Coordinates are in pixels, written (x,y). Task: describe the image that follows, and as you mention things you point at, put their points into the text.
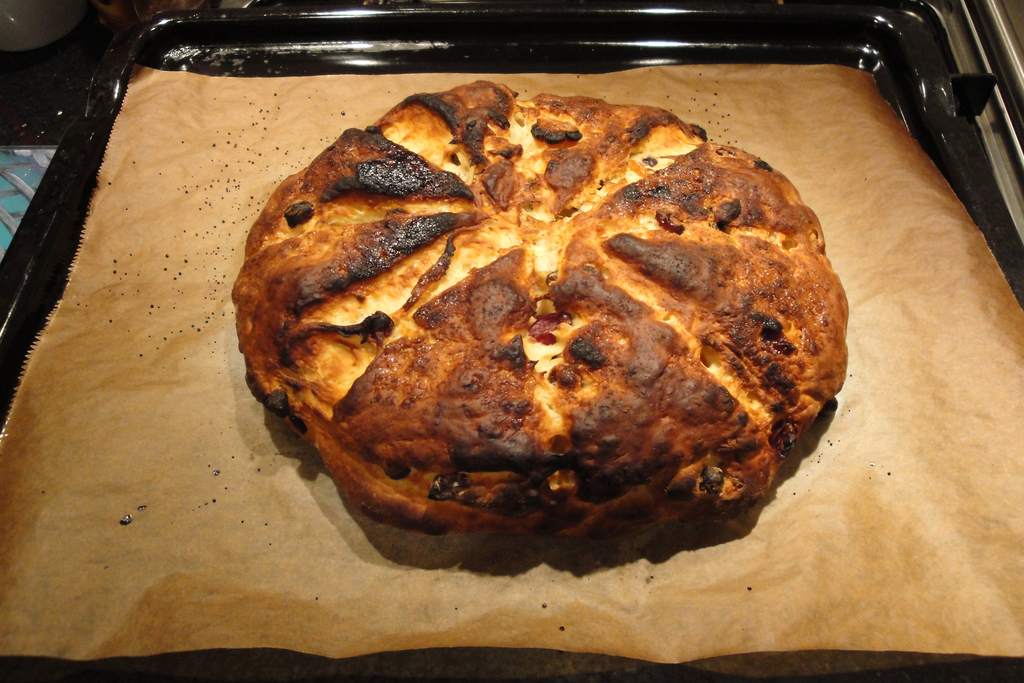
In this picture we can see some burnt bread (502,299) in a plate (822,173).
